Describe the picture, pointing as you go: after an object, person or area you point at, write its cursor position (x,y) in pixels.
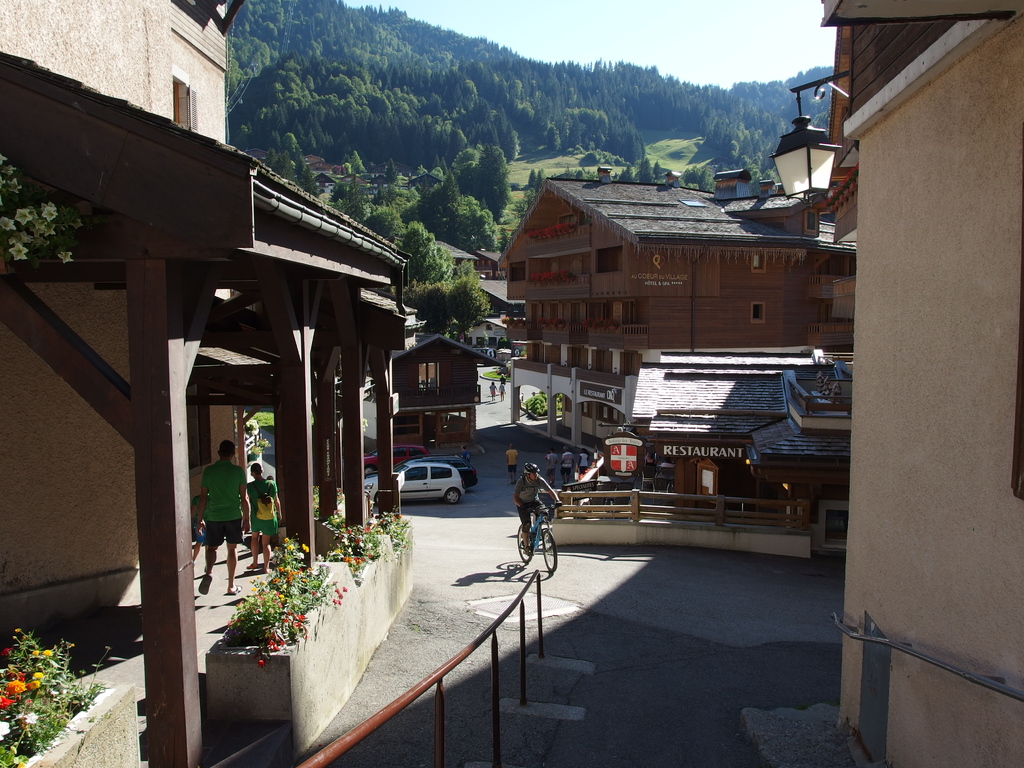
In the center of the image (504,318) we can see the buildings (578,333), boards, pillars (550,425), some vehicles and persons (535,493). On the right side of the image (909,258) we can see a light (807,171) and wall (959,399). On the left side of the image (291,631) we can see the plants (63,680) and flowers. At the bottom of the image (679,677) we can see the road (505,674) and barricade (495,645). In the background of the image (353,56) we can see the hills (392,119), trees (503,137) and grass (533,161). At the top of the image (667,39) we can see the sky (650,48).
